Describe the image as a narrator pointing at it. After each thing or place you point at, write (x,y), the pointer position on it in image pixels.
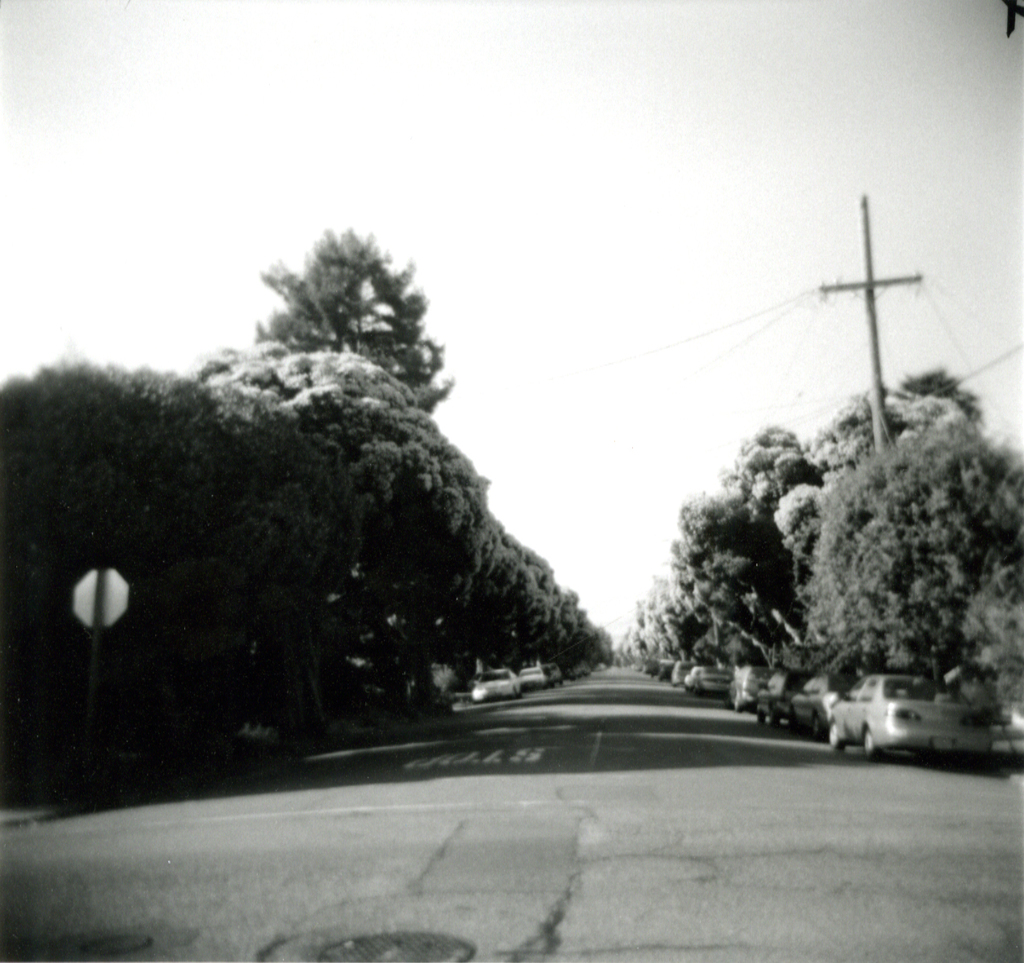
In this picture I can see trees (771,478) and few cars (776,720) parked on both sides of the road (837,759) and I can see a pole (870,330) and sign board (83,602) to the pole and a cloudy sky (574,163).
